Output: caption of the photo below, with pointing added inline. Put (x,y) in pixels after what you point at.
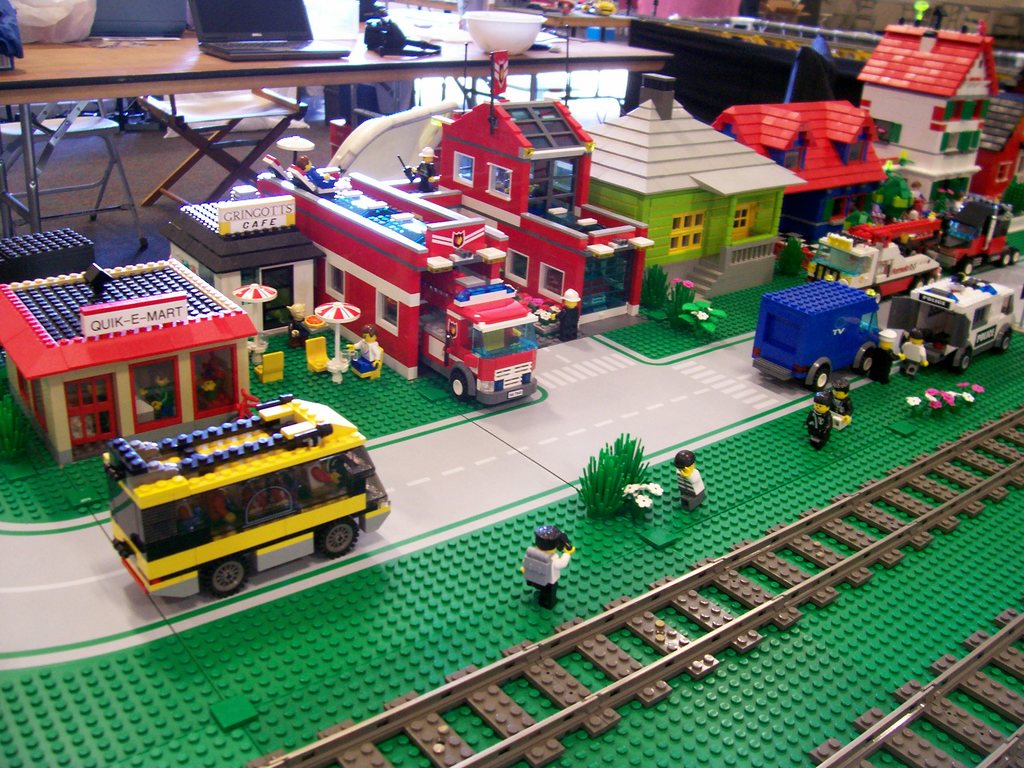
There are toy vehicles (929,330) on the road (660,388), near toy grass (363,579). On which, there are toy persons (813,434) and toy plants (617,476). On the right side (966,501), there are two toy railway tracks (947,723). In the background (972,67), there are toy houses (917,42), toy buildings (565,248) and toy vehicles (511,303), there is a white color bowl (505,29), laptop (297,31) and other objects (181,36) on the wooden table (44,36), near chairs (204,118) arranged on the floor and there are other objects (178,12).
